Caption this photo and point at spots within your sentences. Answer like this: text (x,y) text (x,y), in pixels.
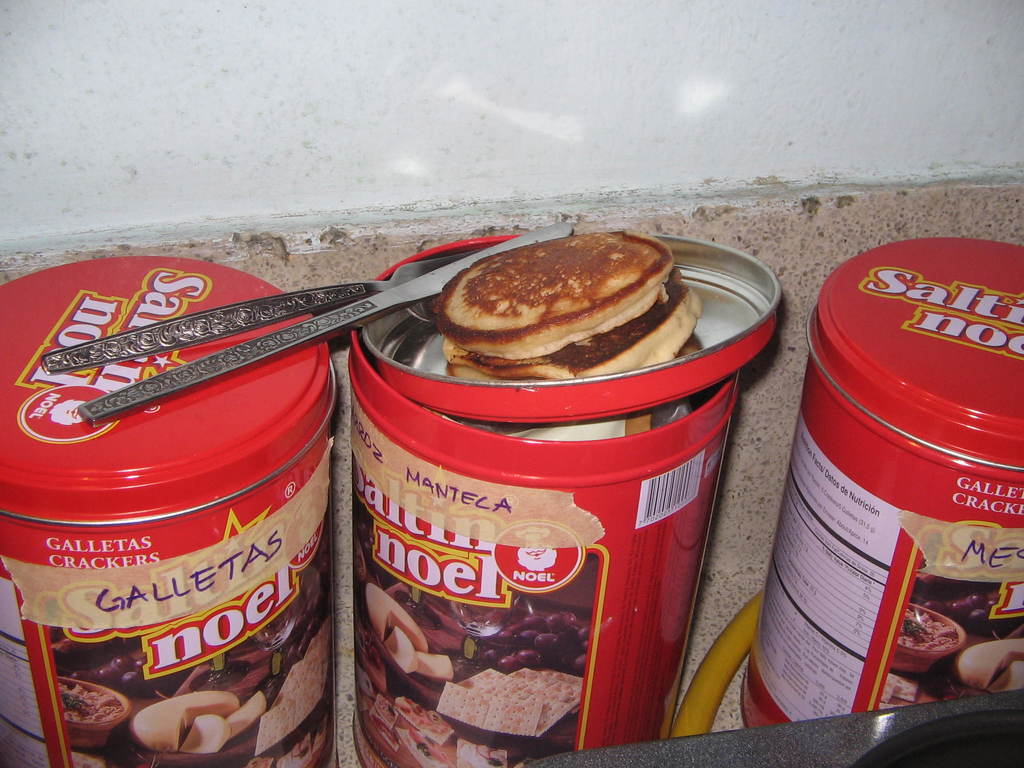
In this picture I can see few boxes (555,621) and some food item (563,348) placed on the box (554,635).
